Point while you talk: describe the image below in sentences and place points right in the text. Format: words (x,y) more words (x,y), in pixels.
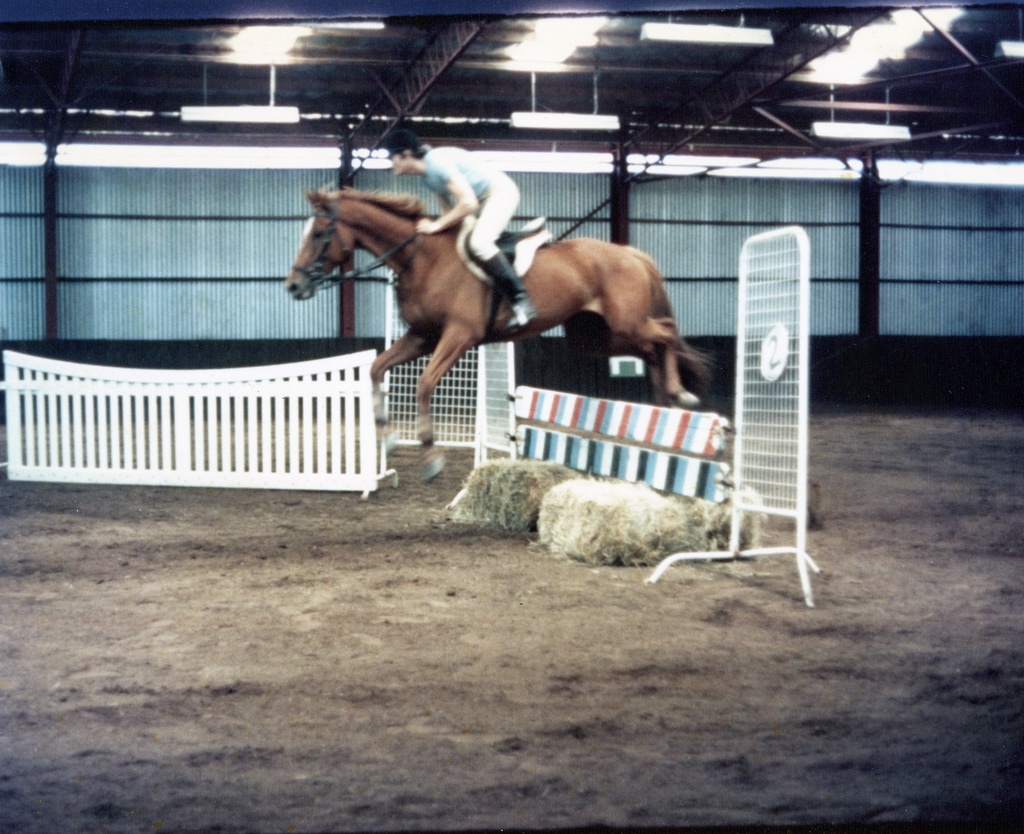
In this image we can see a horse (518,330) jumping from the hurdle (612,399) and a person (501,231) is sitting on it. In the background (420,71) there are shed (591,85), grills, electric lights (564,115) and lawn straw (560,509) on the ground (612,591).
